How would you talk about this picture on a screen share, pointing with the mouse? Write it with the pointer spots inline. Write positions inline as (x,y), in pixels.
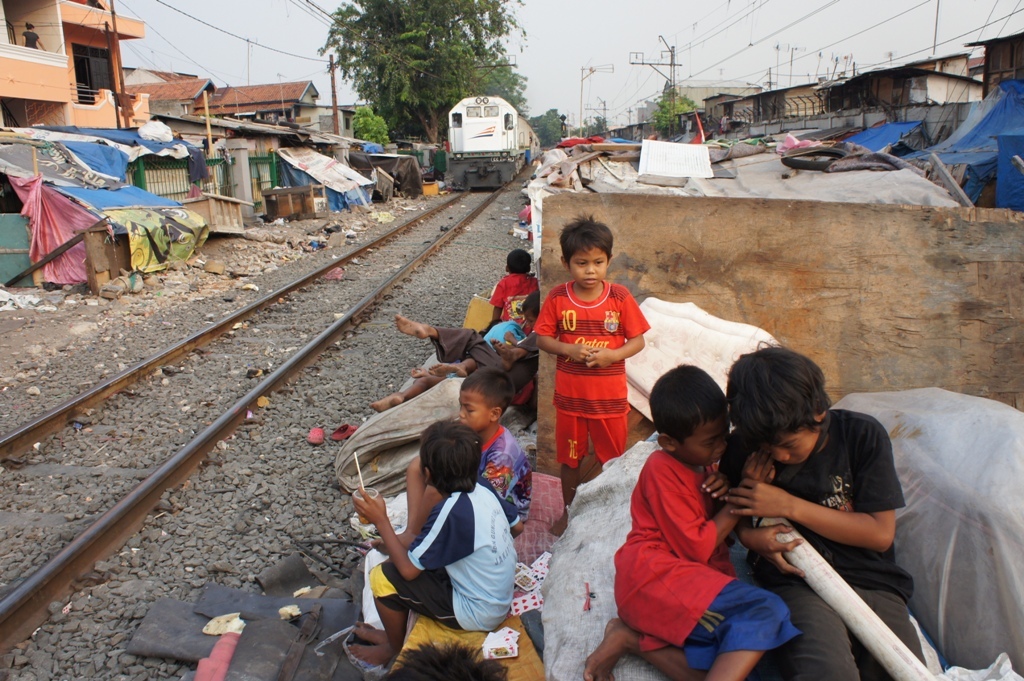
In this image we can see a many houses (808,87). There are few children (583,443), some are playing and some are sitting. There are many trees (440,62) in the image.
